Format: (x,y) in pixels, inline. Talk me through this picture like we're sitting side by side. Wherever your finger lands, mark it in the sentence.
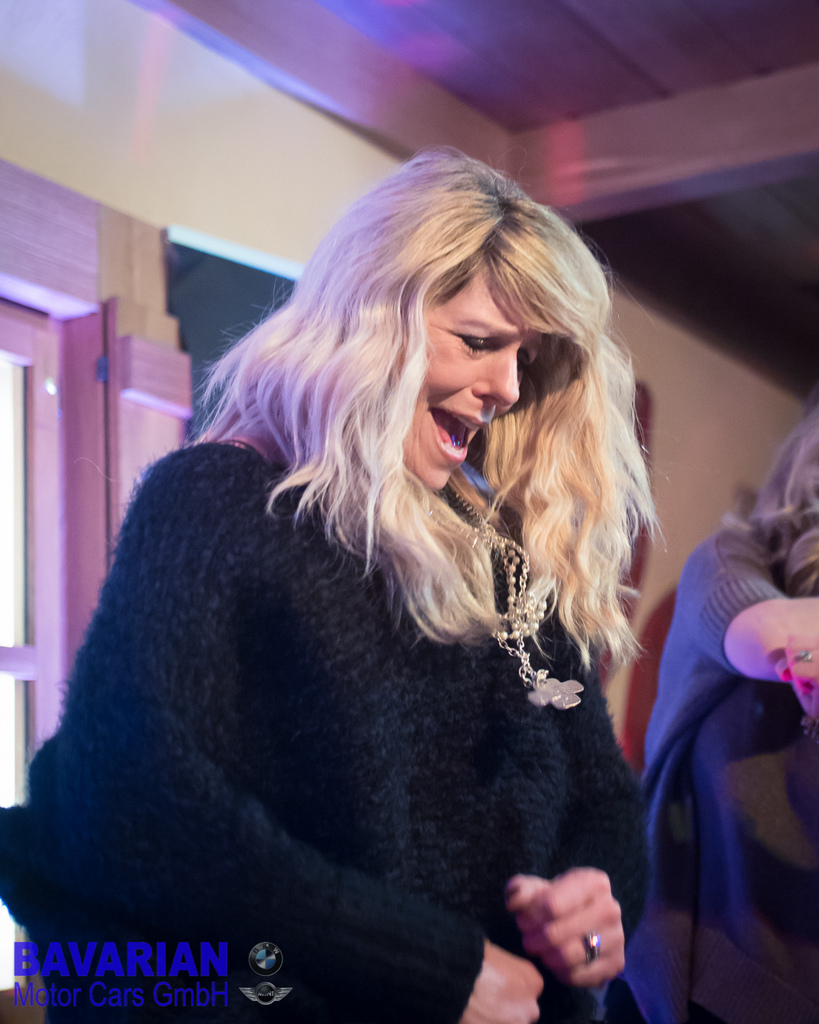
In this picture I can see there is a woman (468,550) dancing and she is wearing a necklace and a black dress (401,656). There is another person (732,668) at the right side (722,798). There is a wooden door (111,445) in the backdrop (108,402) and there is a logo (34,974) at the left hand (120,977) bottom of the image (83,994).
